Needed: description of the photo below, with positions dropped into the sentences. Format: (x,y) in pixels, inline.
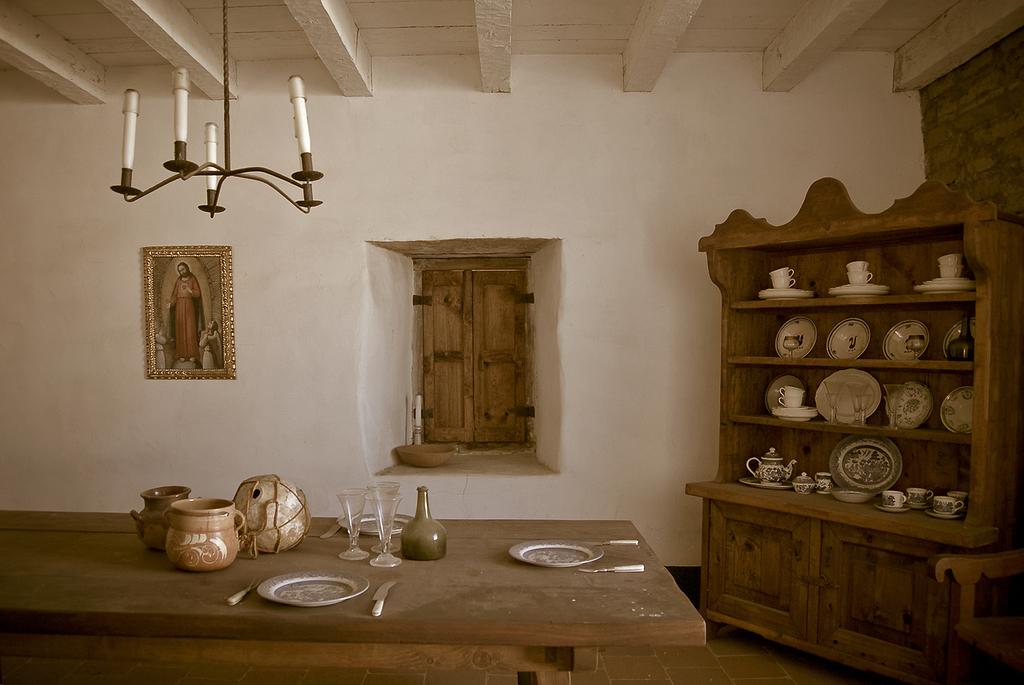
In this image we can see a table (498,579) and plates (321,582) and glasses (389,524) and some objects (410,552) on it, and here is the wall (312,289) and photo frame (208,315) on it, and at side here is the window (482,320), and at side here is the cupboard (890,285) and some objects (898,331) on it, and at above here is the roof (412,41).
